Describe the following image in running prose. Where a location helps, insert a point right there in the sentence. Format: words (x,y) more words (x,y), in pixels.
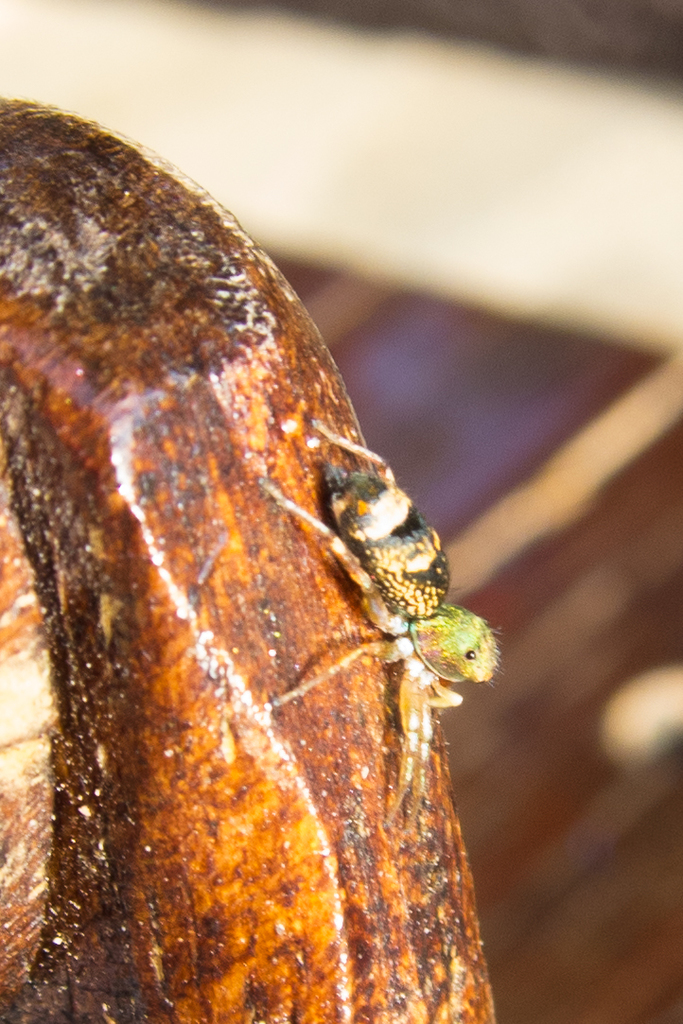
In this image there is an insect (366,498) on a wood (140,683), in the background (53,93) it is blurred.
